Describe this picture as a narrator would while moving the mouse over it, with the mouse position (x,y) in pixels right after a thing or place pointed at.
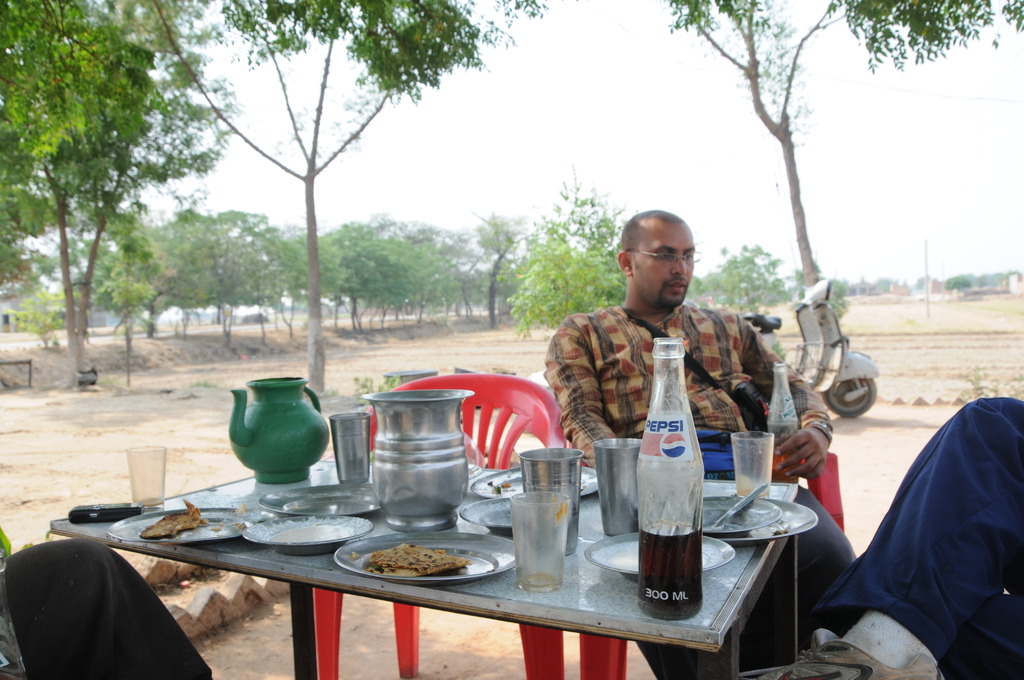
In this image I can see a person (586,391) sitting in front of the table (752,551). On the table (457,521) there is a plate (508,563) with food (416,573), glass (519,526), bottle (653,610) and the flask (250,446). At the back of him there is a scooter (765,327). In the background (382,89) there are some trees (598,255) and the sky (429,149).
